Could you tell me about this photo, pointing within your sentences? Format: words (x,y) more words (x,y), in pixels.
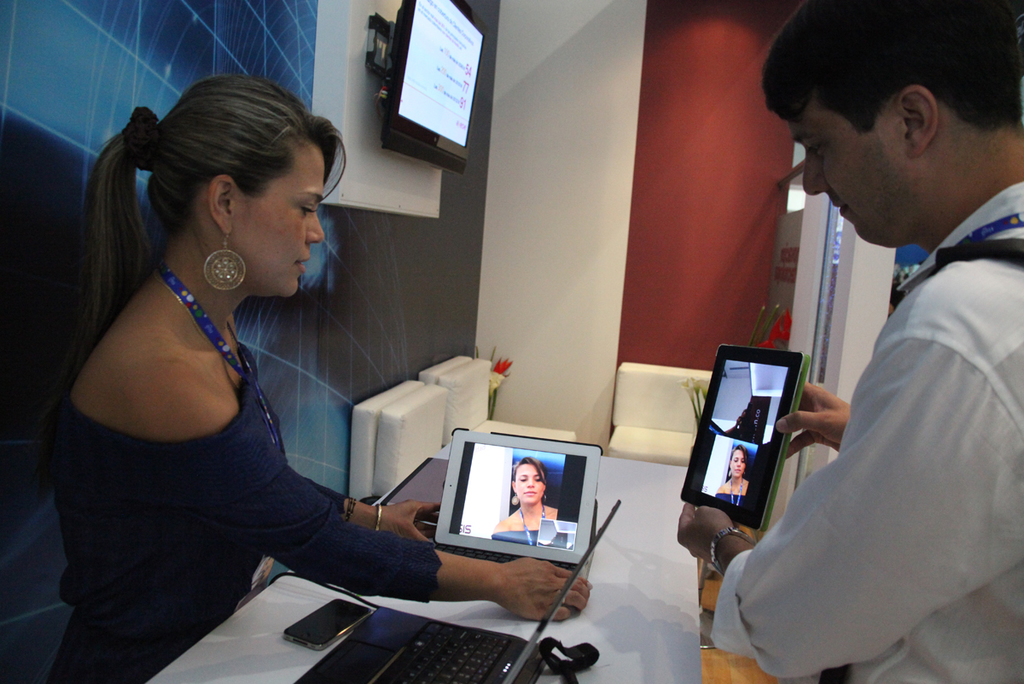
In this picture we can see a woman (118,662) and a man (941,49). This is table (627,606). On the table (603,644) there is a laptop (408,642), and a mobile (323,616). This is a strap (552,666). There is a screen (454,121) and this is wall (589,184).
